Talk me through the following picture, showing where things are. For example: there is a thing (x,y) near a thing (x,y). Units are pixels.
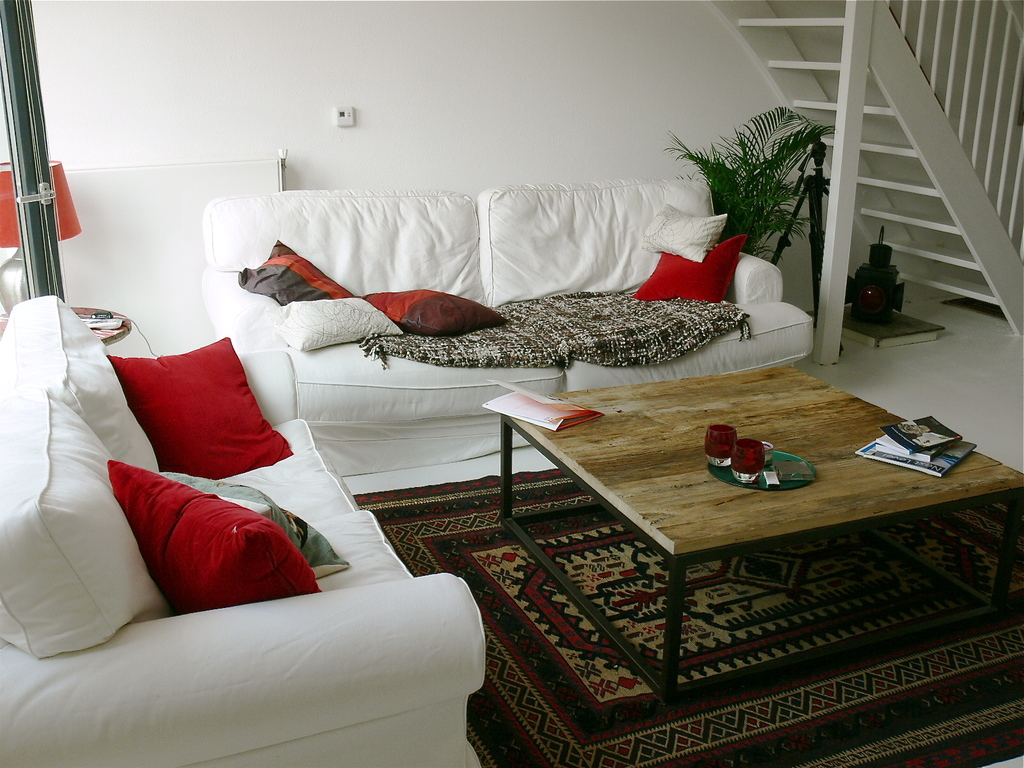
In this image there is a couch (349,596) and a pillows (323,544) and a cloth (463,340). On the table (774,499) there is glasses (747,459) and books (899,452). A floor (800,701) contain a floor mat (831,701), flower pot (765,248). On the background (885,162) there are stairs (844,271).
